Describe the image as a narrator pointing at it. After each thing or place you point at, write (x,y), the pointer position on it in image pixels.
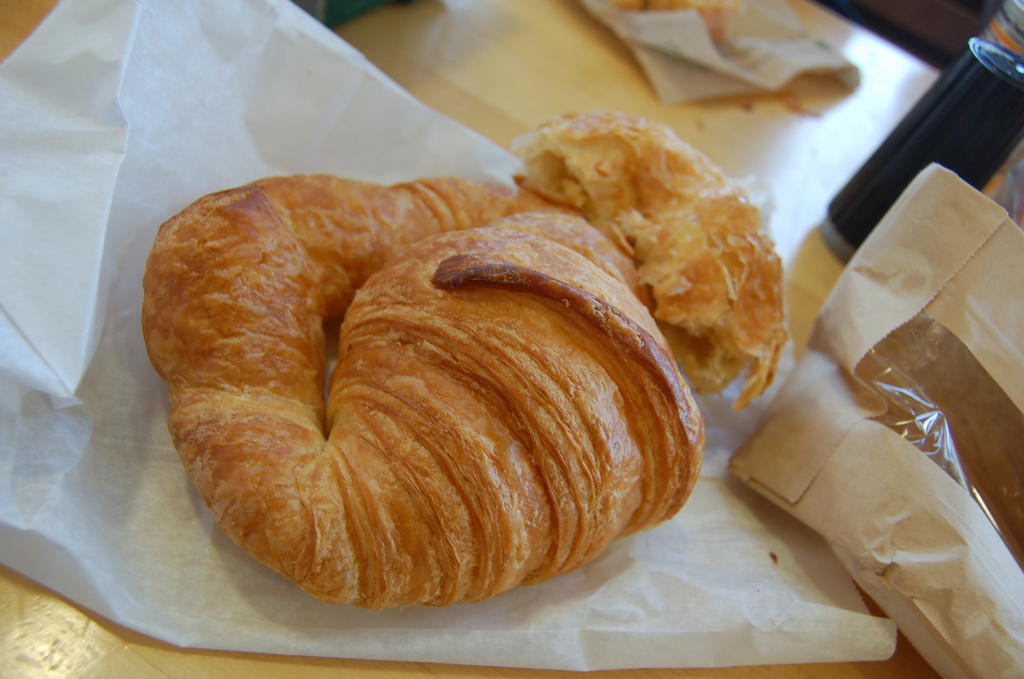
In this image there are food items (269,200) on the papers (106,363), packet (880,335) and two objects (934,156) on the table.
